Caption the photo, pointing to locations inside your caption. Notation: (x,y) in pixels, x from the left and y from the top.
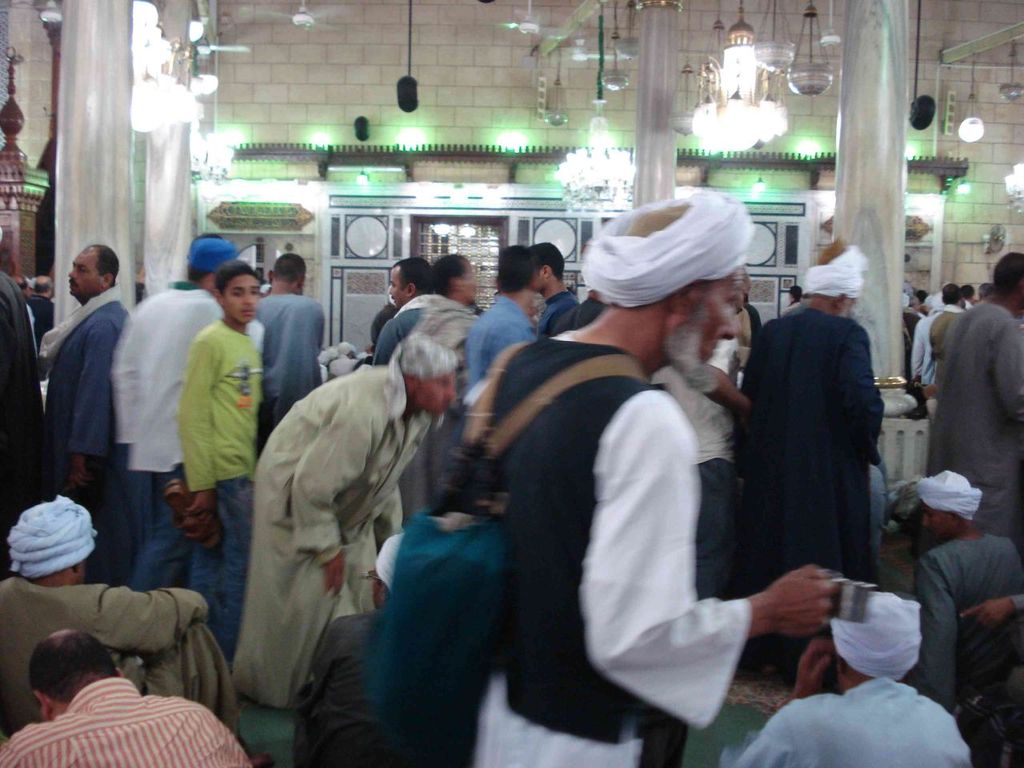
We can see group of people (128,449) and we can see wall (291,97), pillars (666,96) and lights (806,82).
